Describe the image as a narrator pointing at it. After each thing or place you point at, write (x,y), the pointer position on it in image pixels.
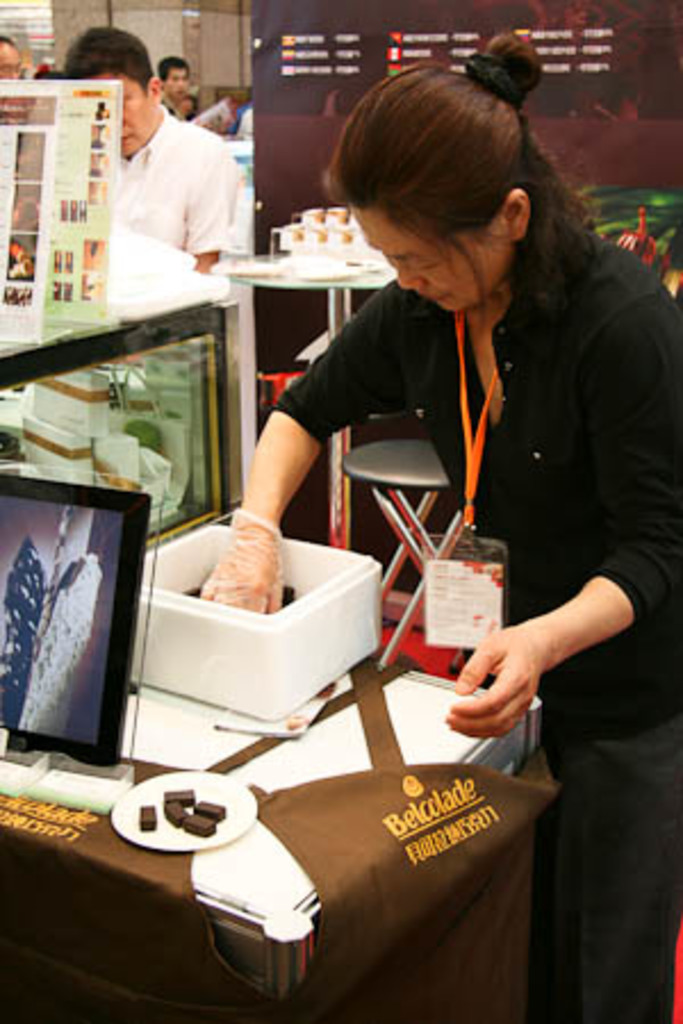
In this image we can see a woman (545,427) wearing a black dress (534,545) and id card (483,629) is standing in front of a table (296,899). In which a box (291,704), photo frame (107,669) and a plate (169,839) containing food (209,834) is placed on it. To the left side of the image (191,393) we can see glass box (164,466) containing different boxes (42,435) and in the background (149,201), we can see a group of people (174,73) standing.
